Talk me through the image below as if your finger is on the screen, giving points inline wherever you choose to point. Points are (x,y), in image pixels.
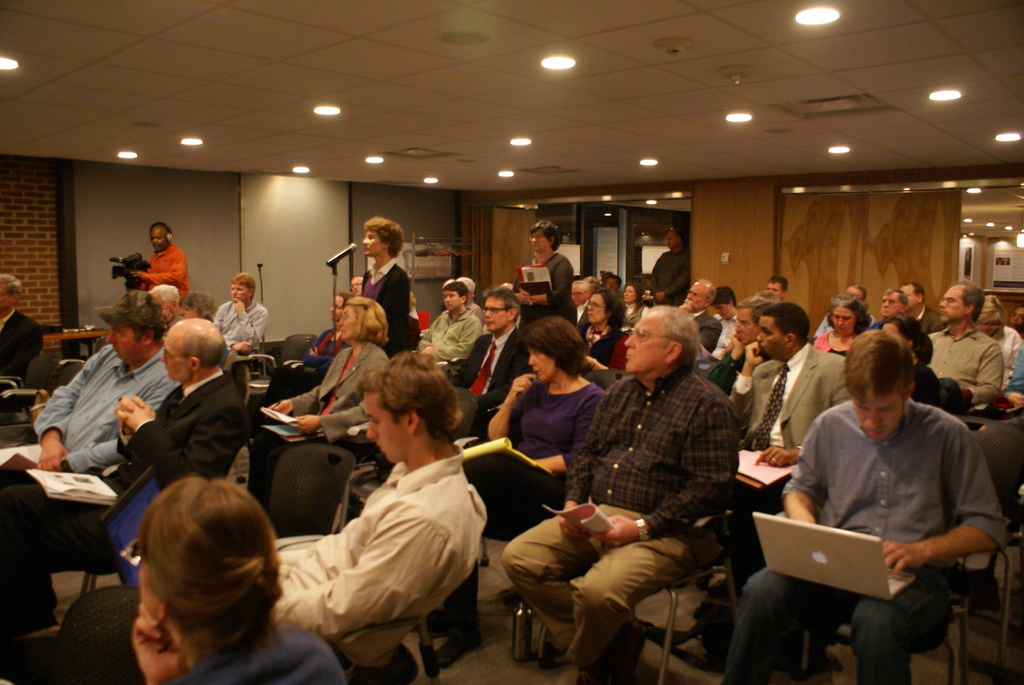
There are group of persons (129,433), sitting on chairs (18,391), some persons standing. On the right side (935,413), there is a person (933,438) in a shirt (925,477), keeping laptop (825,570) on his lap (934,592), and working on it. In the background (783,227), there is wall (20,188).
